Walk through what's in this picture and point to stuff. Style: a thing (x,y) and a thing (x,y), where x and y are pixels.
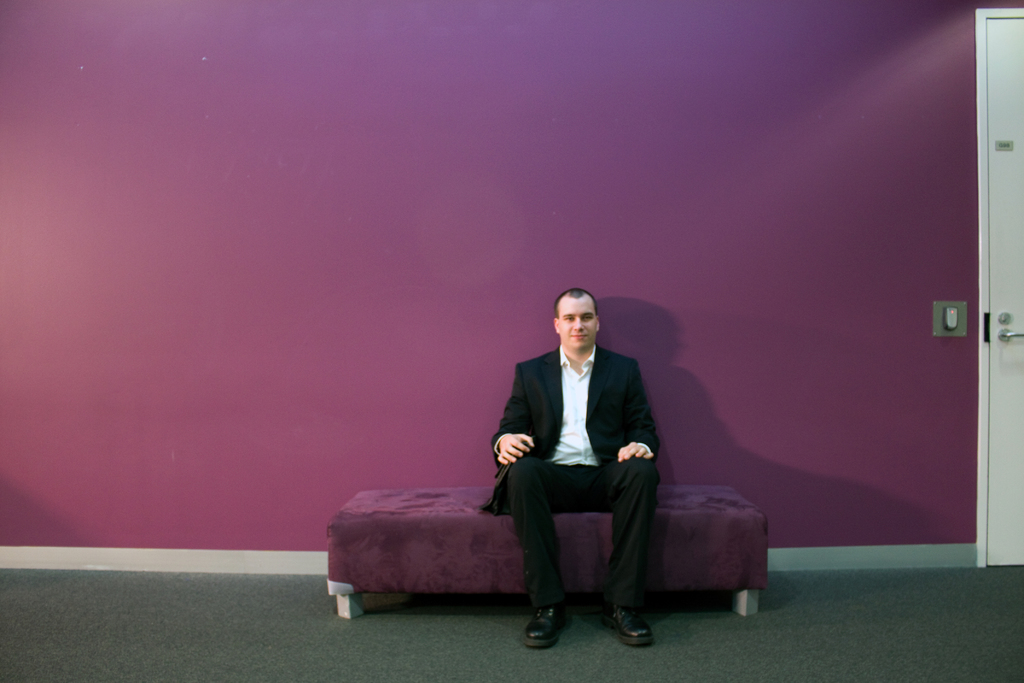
In this image there is a person (600,444) wearing black color suit (548,481) sitting on the bench (452,552) and at the background of the image (544,252) there is a purple color wall (309,259).
